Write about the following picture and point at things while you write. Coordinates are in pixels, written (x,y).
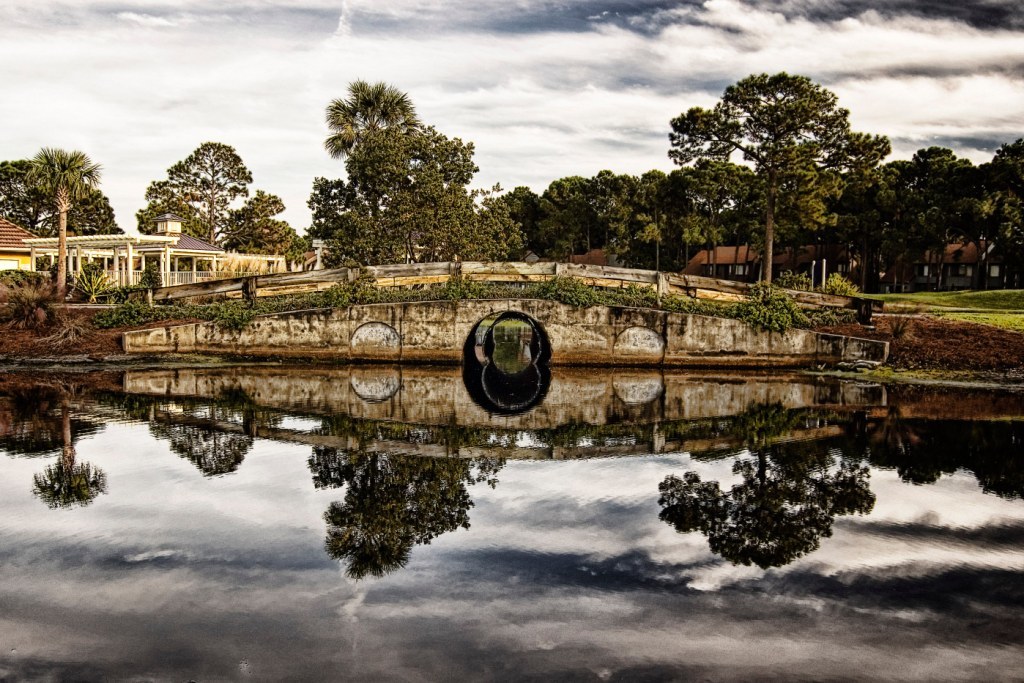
This picture is clicked outside. In the foreground (543,476) we can see the water body (490,530) and we can see the reflections (205,507) of the trees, sky (214,492) and the reflection (726,394) of some other objects (708,397). In the center (675,256) we can see the green grass (911,295), plants (57,282), trees (482,216), bridge (381,275), a gazebo (187,250) and we can see the houses (740,249) and some other objects (369,269). In the background (283,83) we can see the sky (308,111) which is full of clouds (569,59).
